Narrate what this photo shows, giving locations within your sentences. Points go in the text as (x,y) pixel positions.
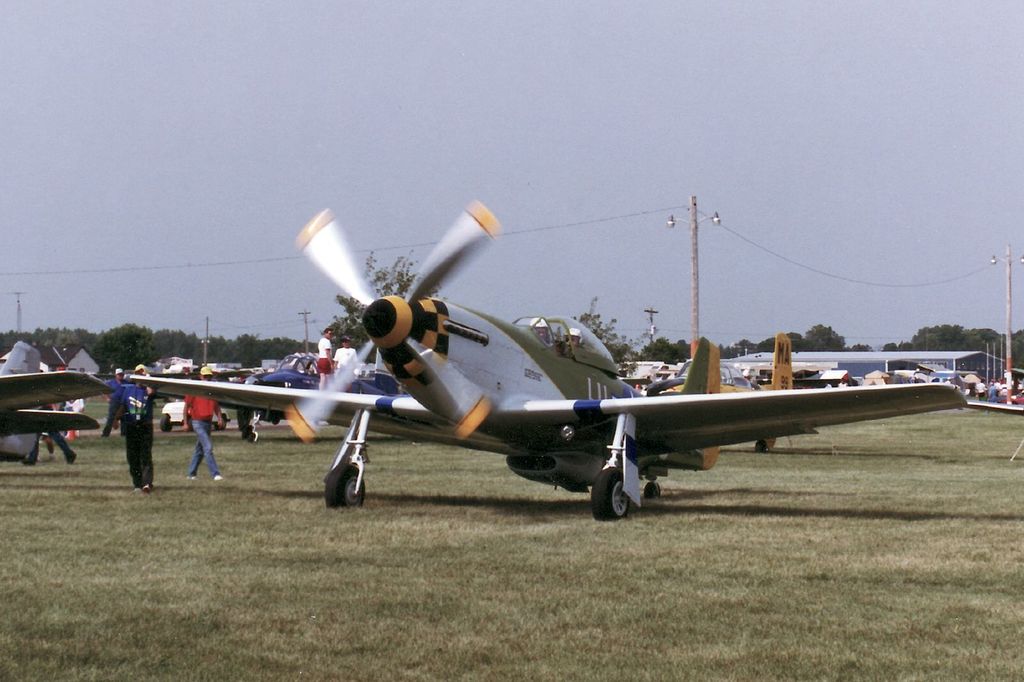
In the picture we can see a grass surface (633,649) on it, we can see an aircraft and beside it, we can see some people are standing and some are walking and we can also see some air crafts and behind it we can see some shed poles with wire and trees (622,350) behind the shed (894,356) and sky (659,111).
